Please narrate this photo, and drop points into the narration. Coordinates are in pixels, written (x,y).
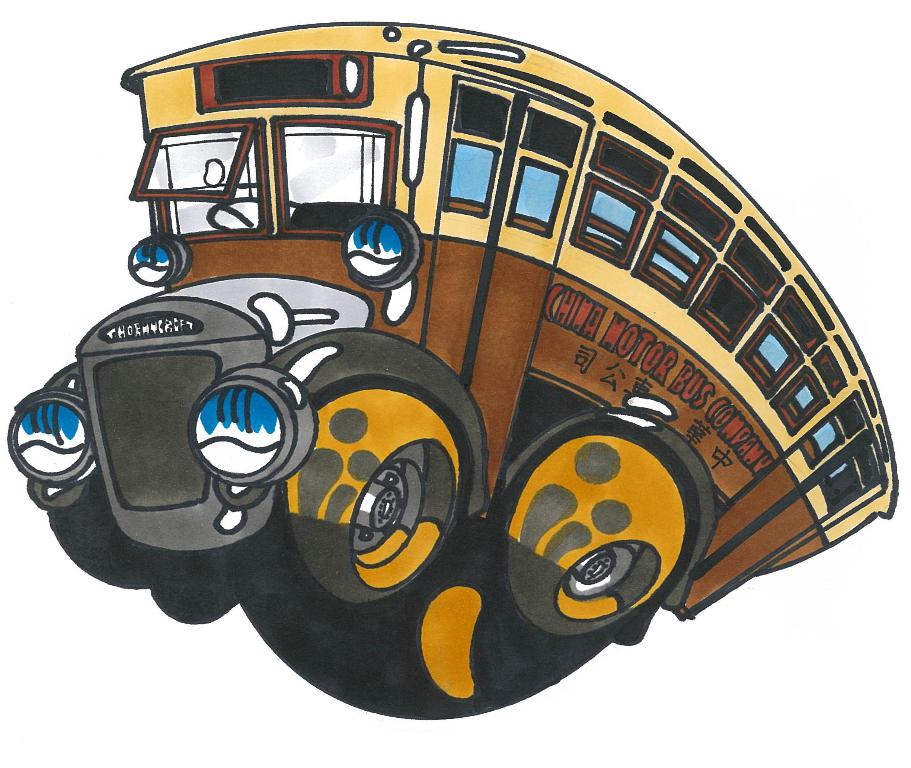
In this image, I think this is the drawing of a bus (447,277). I can see the doors (520,277), windows (560,179), steering wheel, headlights (128,266) and the wheels (432,531) of a bus (559,400).
